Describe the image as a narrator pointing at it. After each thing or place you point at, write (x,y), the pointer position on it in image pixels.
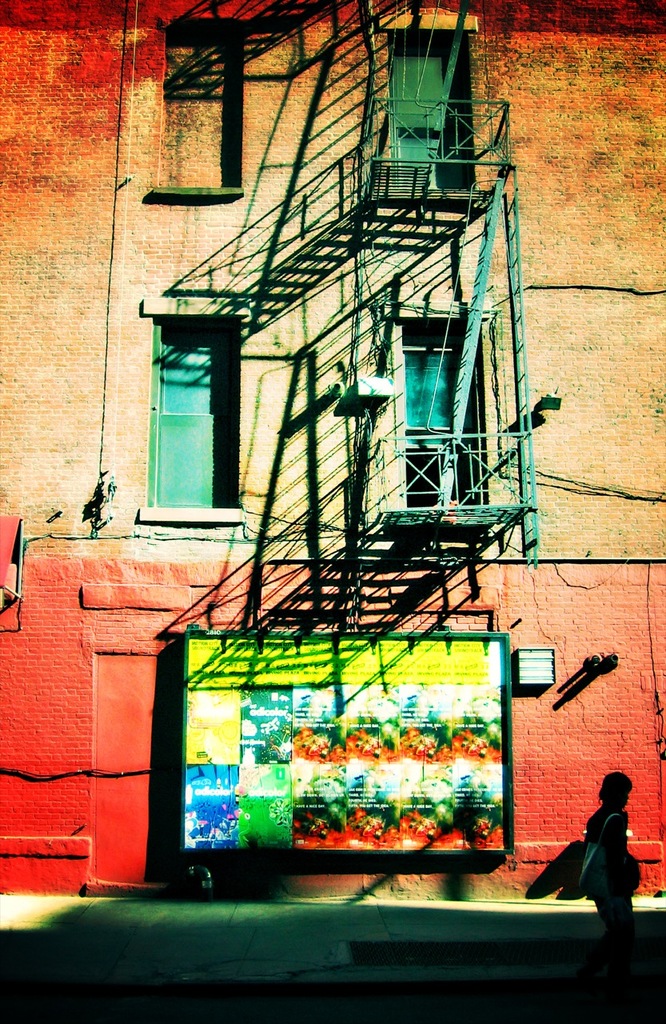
In this image we can see a woman (611,866) wearing bag (607,877) is walking on the ground (507,1005). In the center of the image (286,349) we can see a building (314,338) with windows (430,100), railings (430,100), pipes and some ladders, we can also see a frame (472,748) with pictures (216,710) placed on the wall (30,609).
